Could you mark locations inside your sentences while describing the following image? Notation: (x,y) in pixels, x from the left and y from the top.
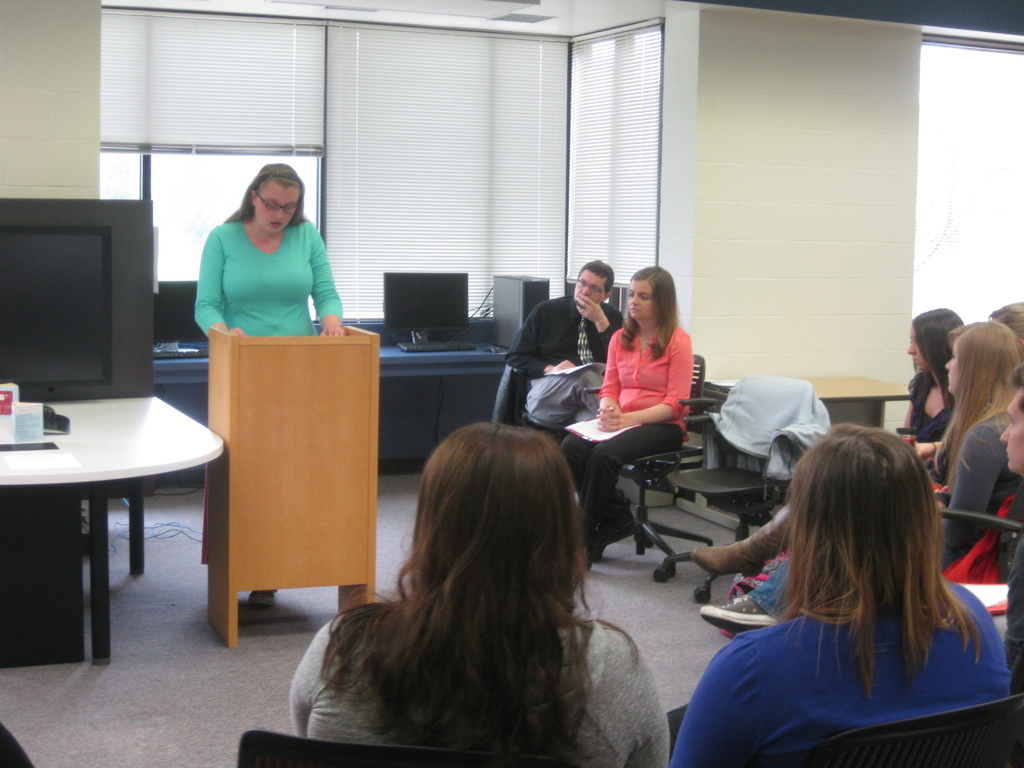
In this picture we can see some people (809,496) sitting on chairs (701,589), there is a woman (240,302) standing in front of a podium (281,419), in the background (407,377) we can see desk (420,363), there are two monitors (388,306), a keyboard (440,346) and a CPU (501,305) present on the desk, on the left side (113,426) we can see a table (112,444), we can see monitor (63,373) here, in the background (375,122) there are window blinds (308,137).
